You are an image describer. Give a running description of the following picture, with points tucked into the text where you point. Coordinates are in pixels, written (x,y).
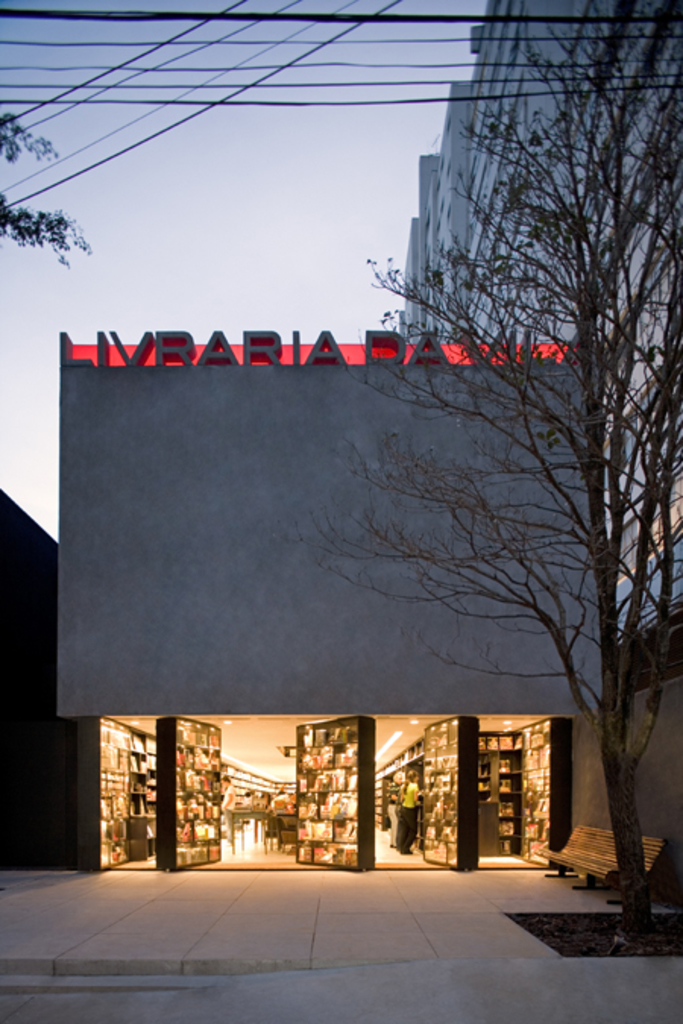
In this image we can see some trees (617,503), store (302,575) and top of the image (467,143) there are some wires (186,14), buildings (437,225) and clear sky (260,205).
